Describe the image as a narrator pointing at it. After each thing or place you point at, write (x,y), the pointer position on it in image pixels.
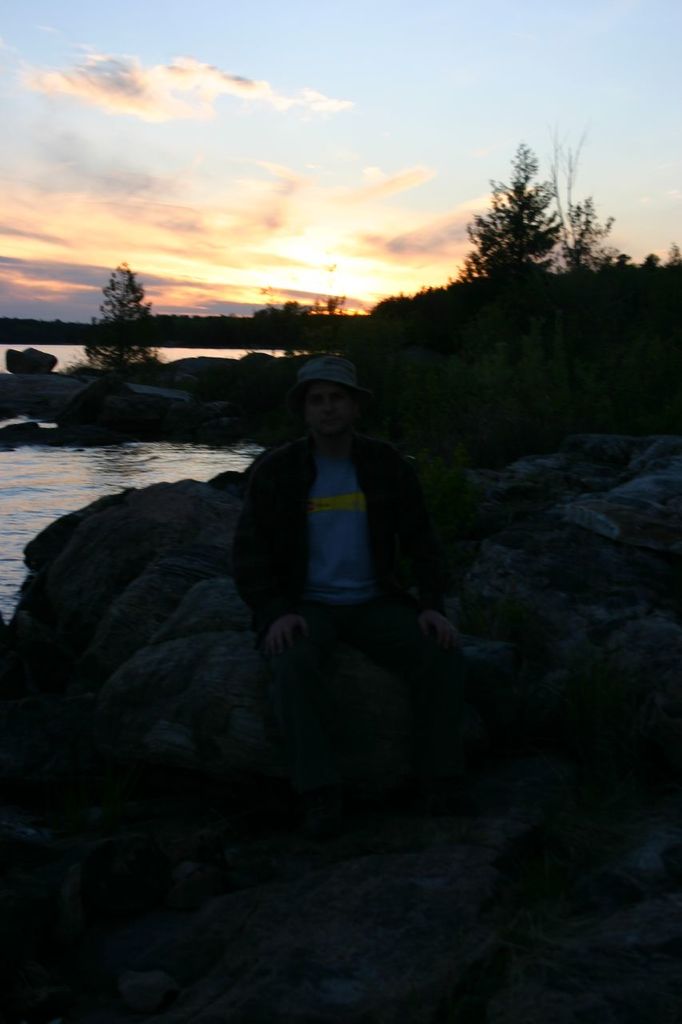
In this picture we can see a person (446,628) sitting on a rock (473,650). There are few trees (137,337) in the background (73,339). Sky (383,223) is cloudy.
